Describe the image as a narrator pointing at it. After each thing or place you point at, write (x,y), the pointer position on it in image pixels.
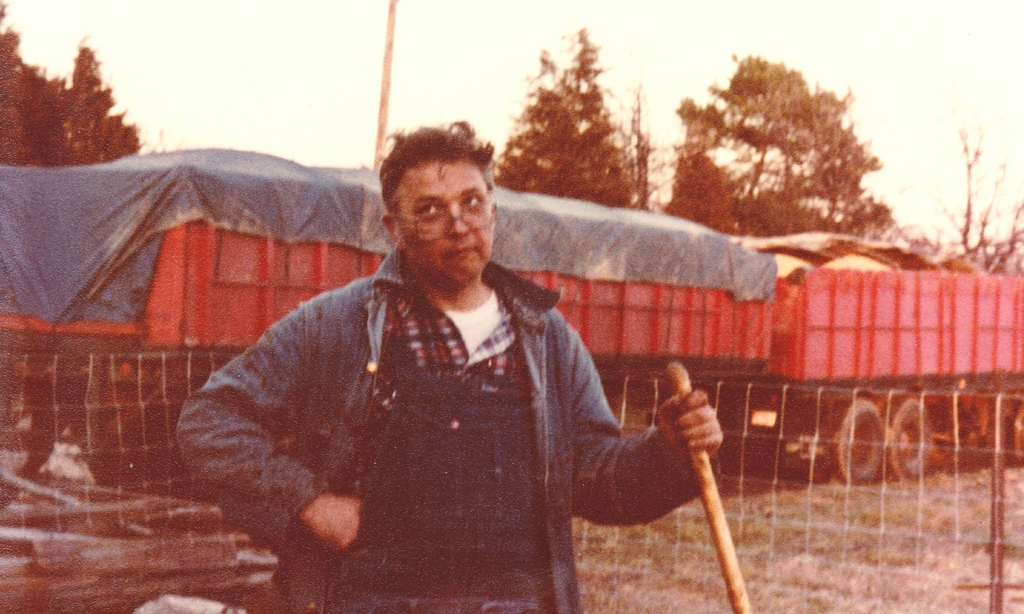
In the middle of the picture (394,283), we see a man (362,424) in blue jacket (335,463) is standing. He is wearing the spectacles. He is holding a stick (710,457) in his hand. Behind him, we see a fence (995,451). Behind that, we see a vehicle (666,324) in red color. It is covered with grey color sheet (150,207). There are trees (7,87) in the background (605,118).
